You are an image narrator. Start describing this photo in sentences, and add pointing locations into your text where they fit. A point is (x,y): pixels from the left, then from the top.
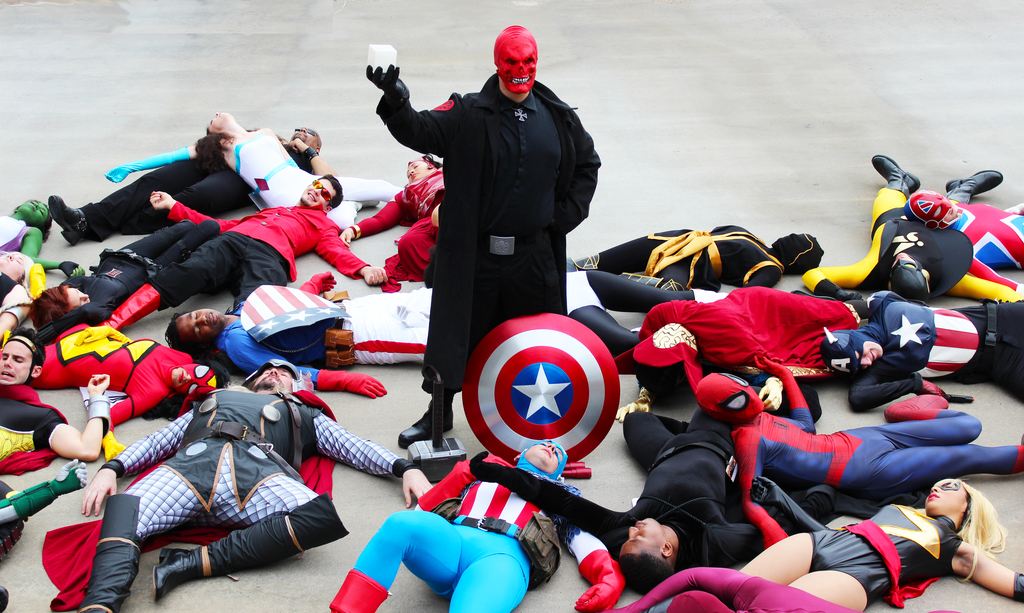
In this image, there are group of people (348,292) laying on the floor (405,407). Here is a person (514,312) standing. These people (527,215) wore fancy dresses (278,458). This looks like a captain america marvel shield (554,385). This man (480,292) is holding an object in his hand (391,85).
